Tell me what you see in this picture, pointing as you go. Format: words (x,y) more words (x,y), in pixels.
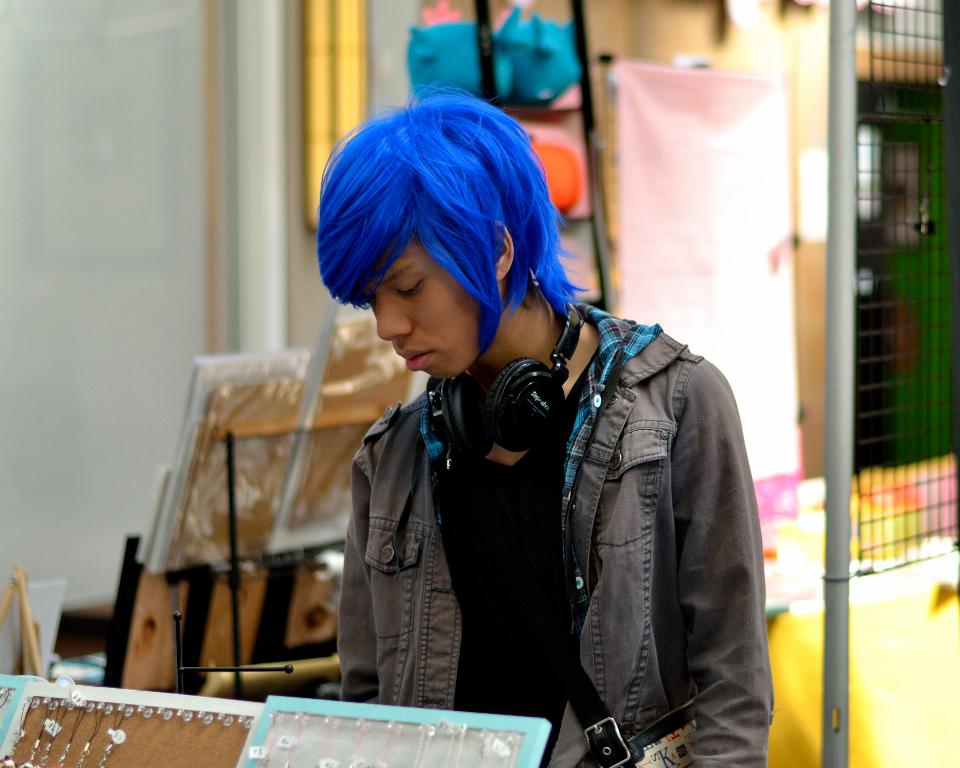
This picture seems to be clicked inside. In the foreground (154,728) we can see there are some objects (317,732). In the center (470,352) there is a person (603,454) wearing jacket (632,546) and standing on the ground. In the background (169,21) we can see the wall (189,135), metal rods (496,92), mesh (872,136) and some other objects (567,96).
